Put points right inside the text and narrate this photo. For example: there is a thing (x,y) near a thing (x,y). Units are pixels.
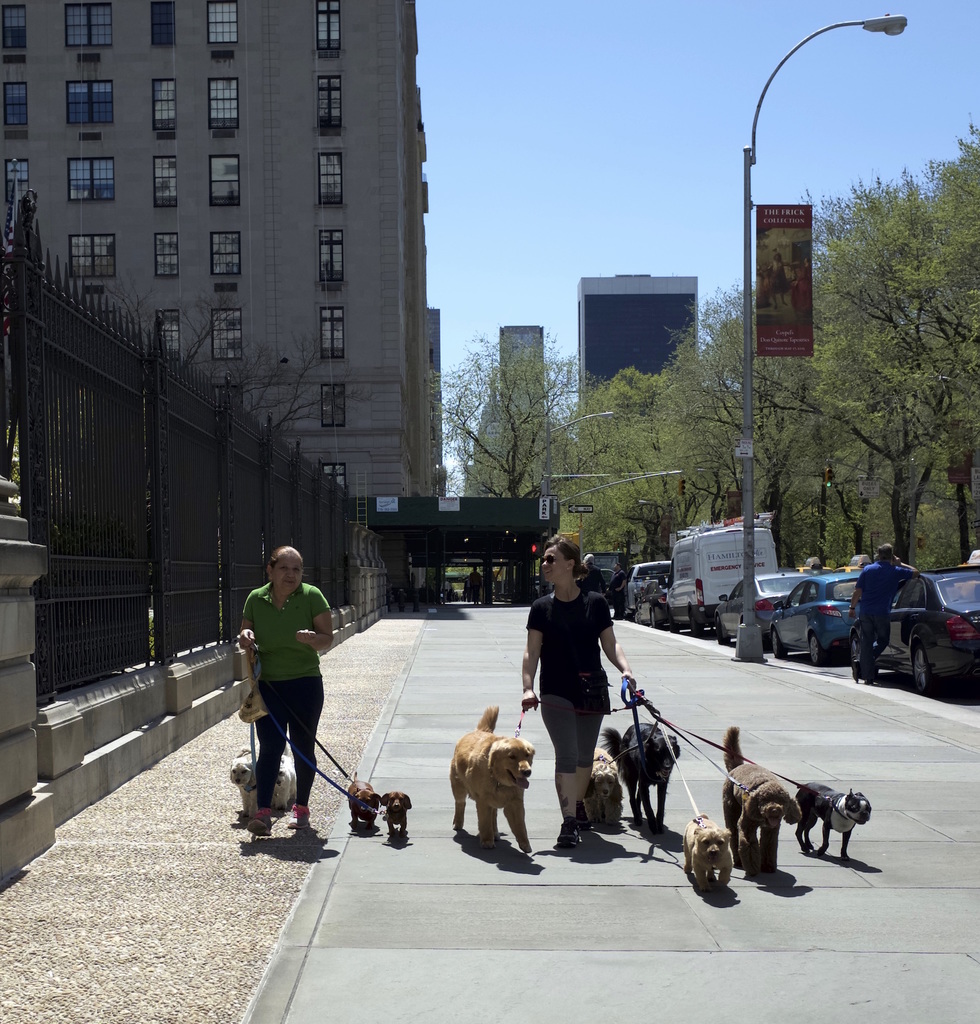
This image is taken outdoors. At the top of the image (577,90) there is the sky (683,92). At the bottom of the image (371,958) there is floor (469,949). In the background (410,399) there are three buildings (436,382) with walls (311,242) and windows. There are a few trees (761,432) with leaves (827,400), stems (721,394) and branches (602,399). There is a pole (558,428) with a street light (872,23). There is a board (770,291) with a text (790,339) on it. There are a few pillars (440,568). There are a few grills (229,531). On the right side of the image (903,596) many vehicles (743,530) are parked on the road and there are a few people (600,569). In the middle of the image (575,569) two women (583,785) are walking on the floor (465,849) and they are holding a few belts (298,754) in their hands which are tied around in the necks (391,812) of the dogs (387,796).
